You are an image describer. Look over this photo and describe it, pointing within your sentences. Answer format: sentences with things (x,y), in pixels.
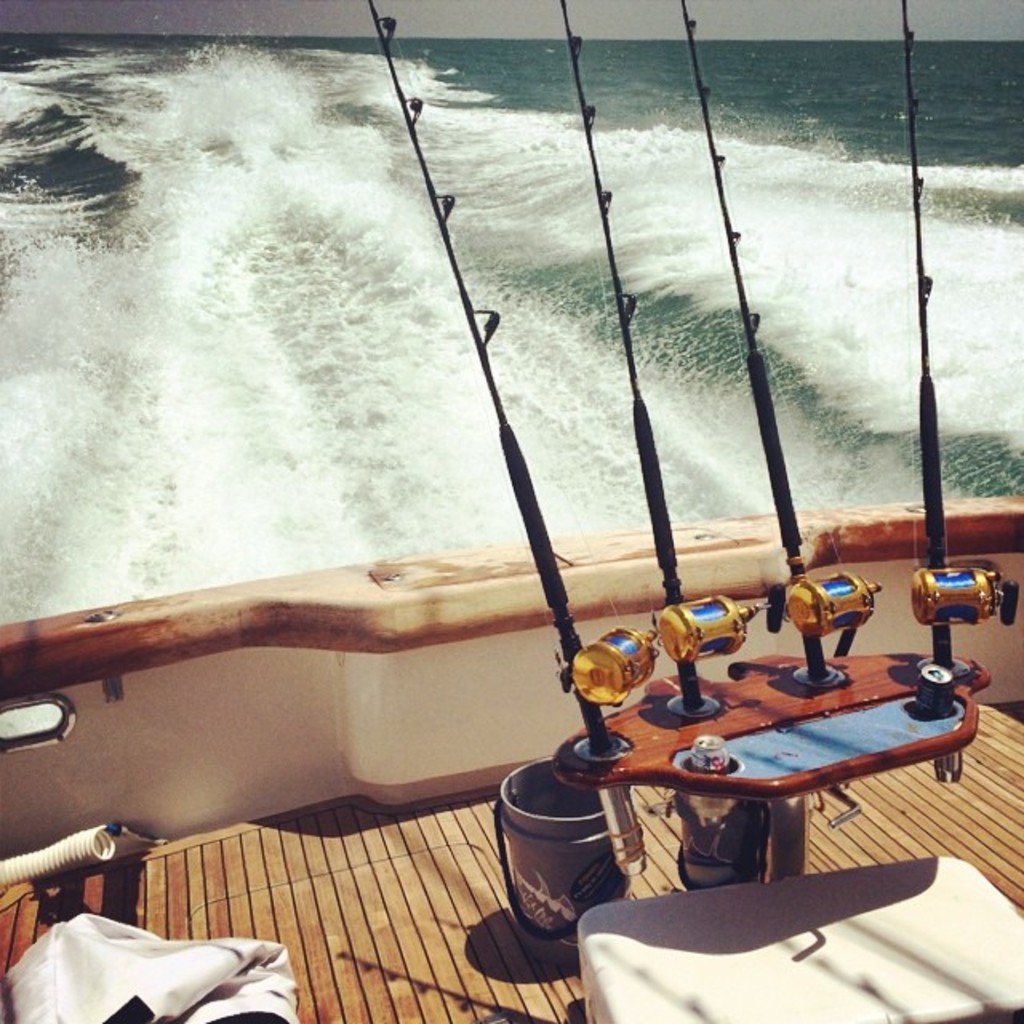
In this image I can see a boat (658,805) on the water (252,375), I can also see few objects (919,575) in yellow and brown color and I can see a bucket (549,829) in gray color. Background (747,3) I can see the sky (470,8) in white and gray color.
